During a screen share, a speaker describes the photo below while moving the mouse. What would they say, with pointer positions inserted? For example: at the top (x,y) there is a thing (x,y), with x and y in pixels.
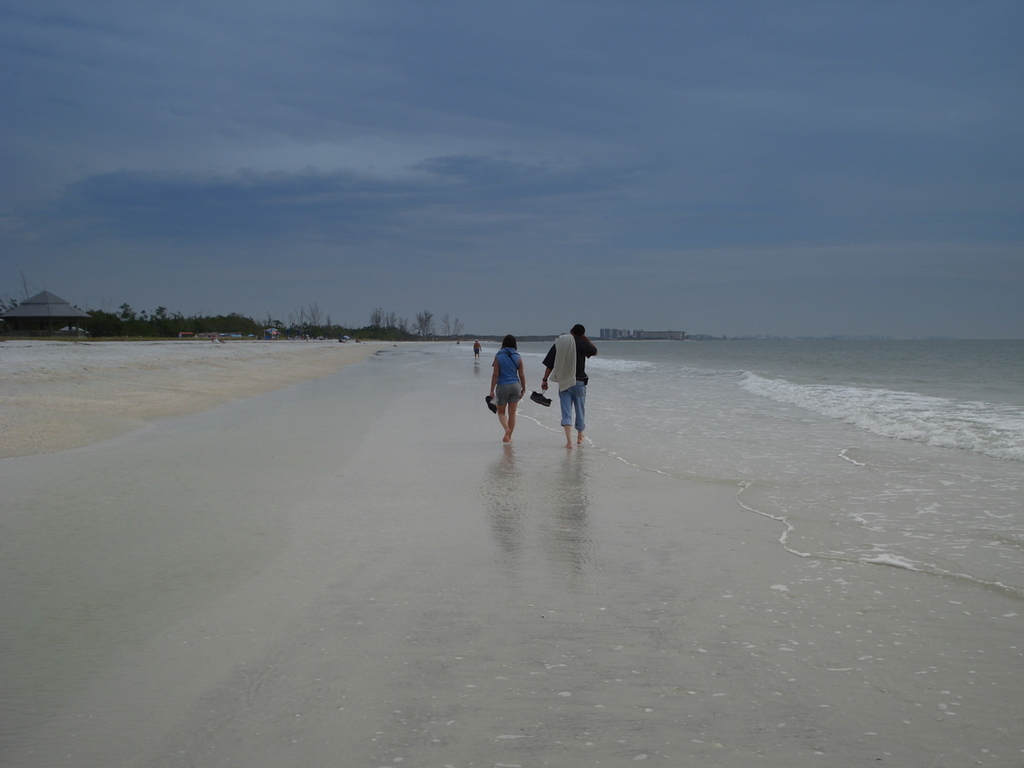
In this picture I can see there is a man (543,383) and woman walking along the beach (481,480) and there is a ocean (932,400) on the right side (926,452) and there are trees (331,325) on the left side (168,319). The sky (296,311) is cloudy.
